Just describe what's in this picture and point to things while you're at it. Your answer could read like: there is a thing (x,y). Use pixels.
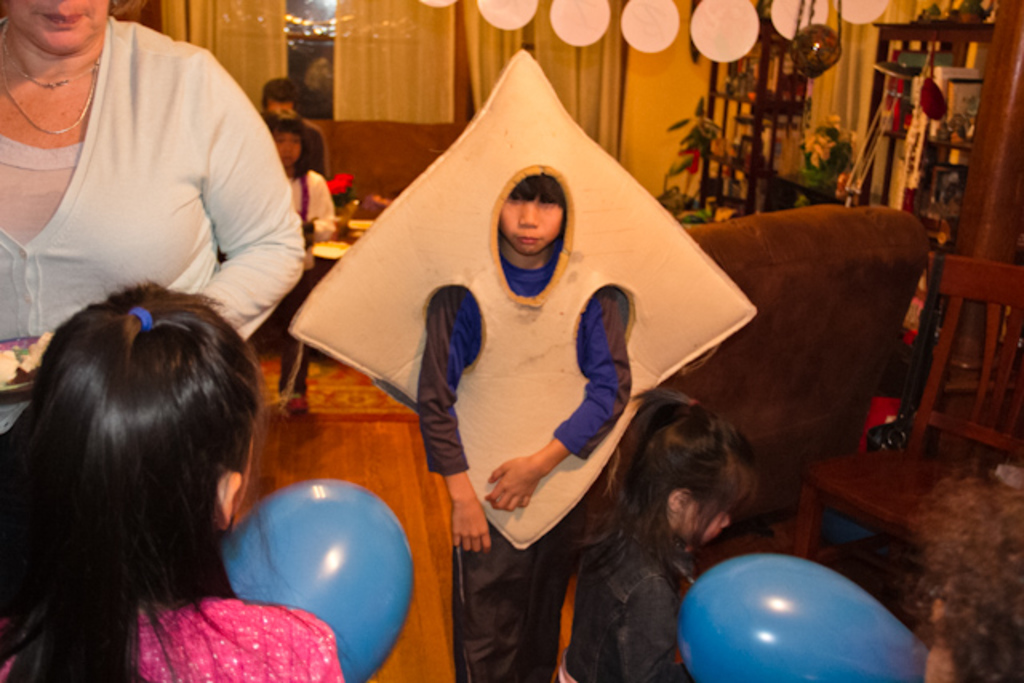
This picture is clicked inside the room (651,130). At the bottom of the picture (377,590), we see children (159,552) are standing and they are holding blue color balloons (760,579) in their hands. The boy (461,615) in the middle of the picture (634,366) is wearing a costume (601,272) in white color. The woman (265,166) on the left side (190,212) is standing and she is holding a plate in her hands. Behind her, we see children (318,210) sitting on the sofa (360,166). In front of them, we see a table (312,249) on which plates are placed. On the right side (908,118), we see a wooden chair (947,322) and a rack (964,135) in which books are placed. Beside that, we see a flower pot (699,209). In the background (359,74), we see a yellow wall (636,99), curtains (404,80) and the glass window (325,76).
